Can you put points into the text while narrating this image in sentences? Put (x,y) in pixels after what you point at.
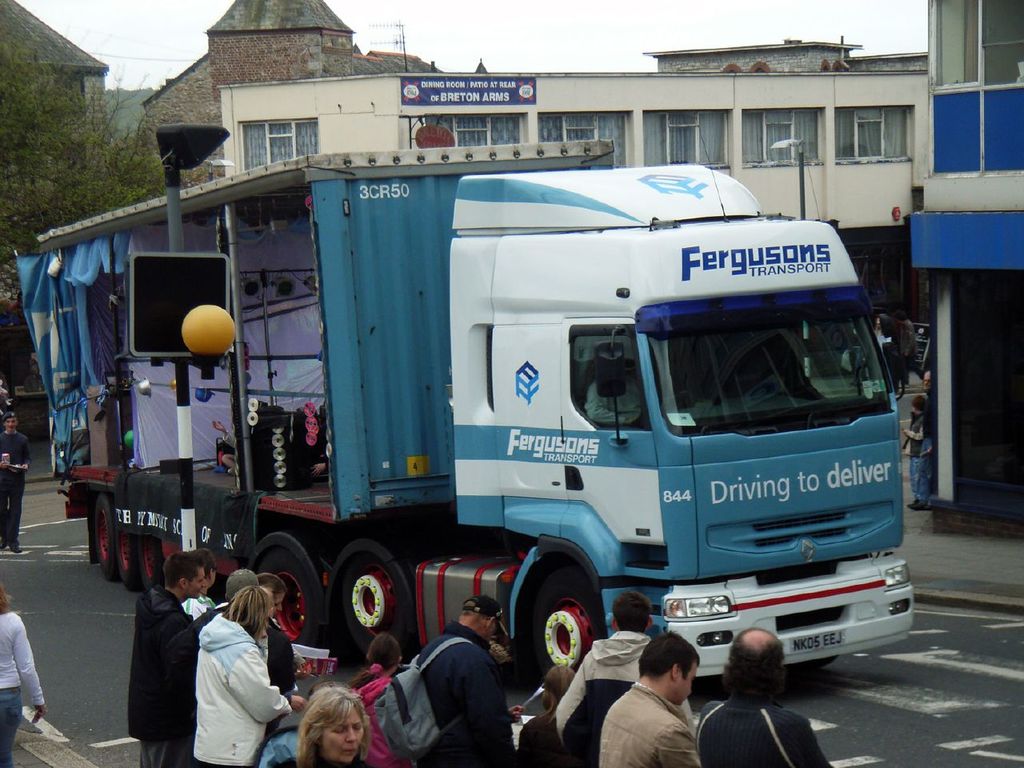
In the foreground of this image (411,719), on the bottom (567,758), there are persons (262,686) standing on the road (879,758) wearing coats (245,717). On the left (17,633), there is a woman (32,663) and a man (13,476) in the background (11,427). In the middle (631,384), there is a truck (557,390) and a pole (176,232). In the background (405,105), there are buildings (297,95), a tree (65,184), few persons (882,322) and the sky (509,13).
